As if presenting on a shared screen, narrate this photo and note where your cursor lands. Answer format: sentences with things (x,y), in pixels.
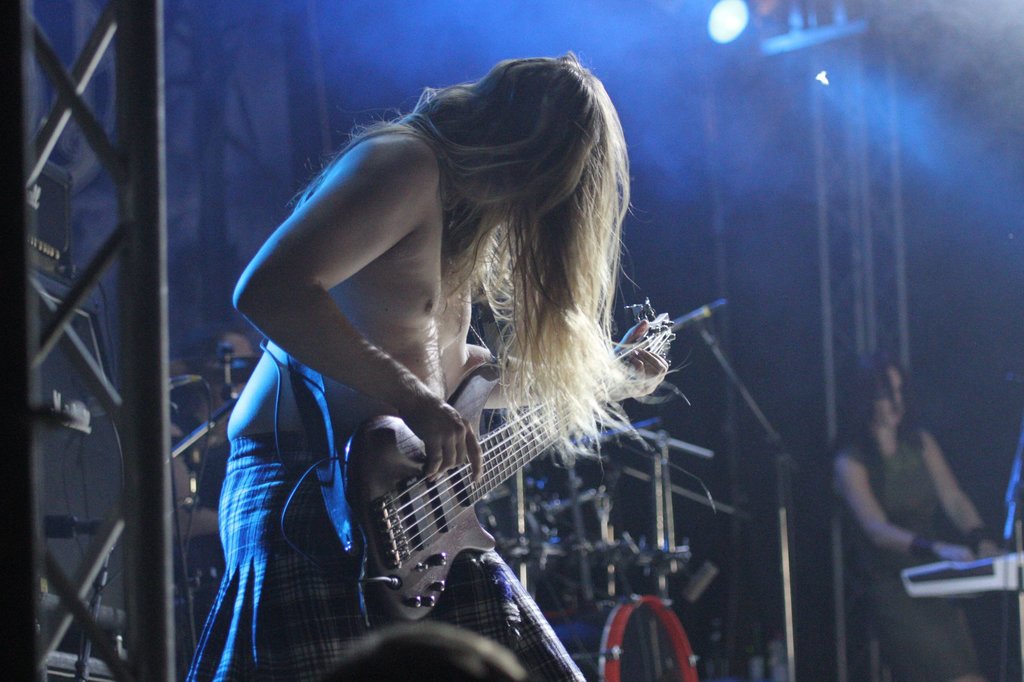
In this image there are persons (376,334) playing musical instruments (1000,569), there is an object (357,660) truncated towards the bottom of the image (433,650), there is an object (22,118) truncated towards the left of the image (150,36), there is an object (1010,516) truncated towards the right of the image (1014,464), there is a stand (790,632), there is a microphone (702,313), there is a light (727,36) towards the top of the image (740,10), there is a musical instrument (967,573) truncated towards the right of the image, there are objects (94,39) truncated towards the top of the image (803,38).
